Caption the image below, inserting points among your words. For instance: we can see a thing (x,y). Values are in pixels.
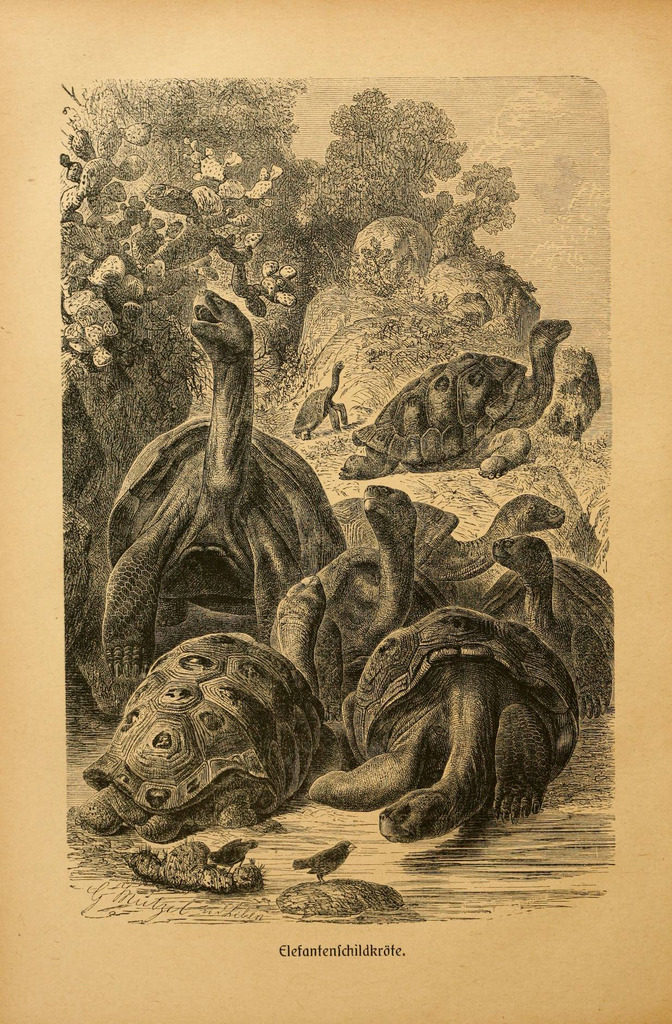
In this picture I can see printed image (300,396) on a paper (156,468). I can see trees (327,198), few animals (301,632), couple of birds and text (330,957) at the bottom of the picture (126,892).
